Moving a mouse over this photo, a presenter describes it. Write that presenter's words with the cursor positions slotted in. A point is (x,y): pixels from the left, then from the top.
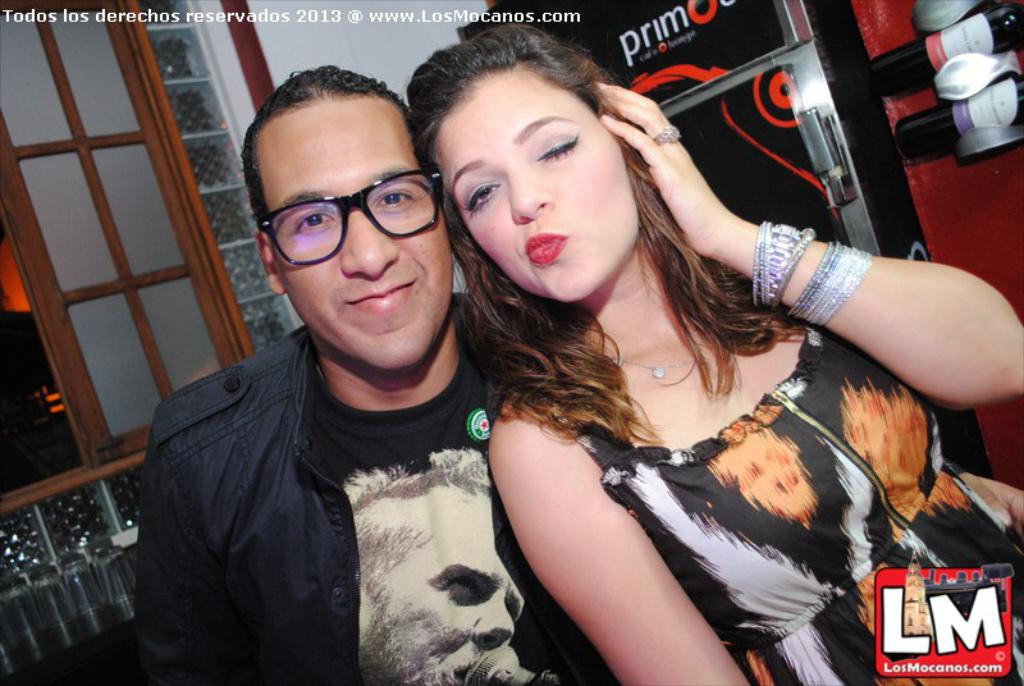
In this image we can see two persons (513,353). Behind the persons (563,97) we can see a wall (988,219) and a black object (685,85) on which we can see some text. On the right side (986,150), we can see few objects (969,131). On the left side (59,263), we can see a window (59,291) with glass (72,308). At the top (98,17) we can see some text (450,13). At the bottom left (58,603) we can see glasses (46,625) on a table (103,677). In the bottom right (915,607) we can see an image (941,592) with text (952,605).
